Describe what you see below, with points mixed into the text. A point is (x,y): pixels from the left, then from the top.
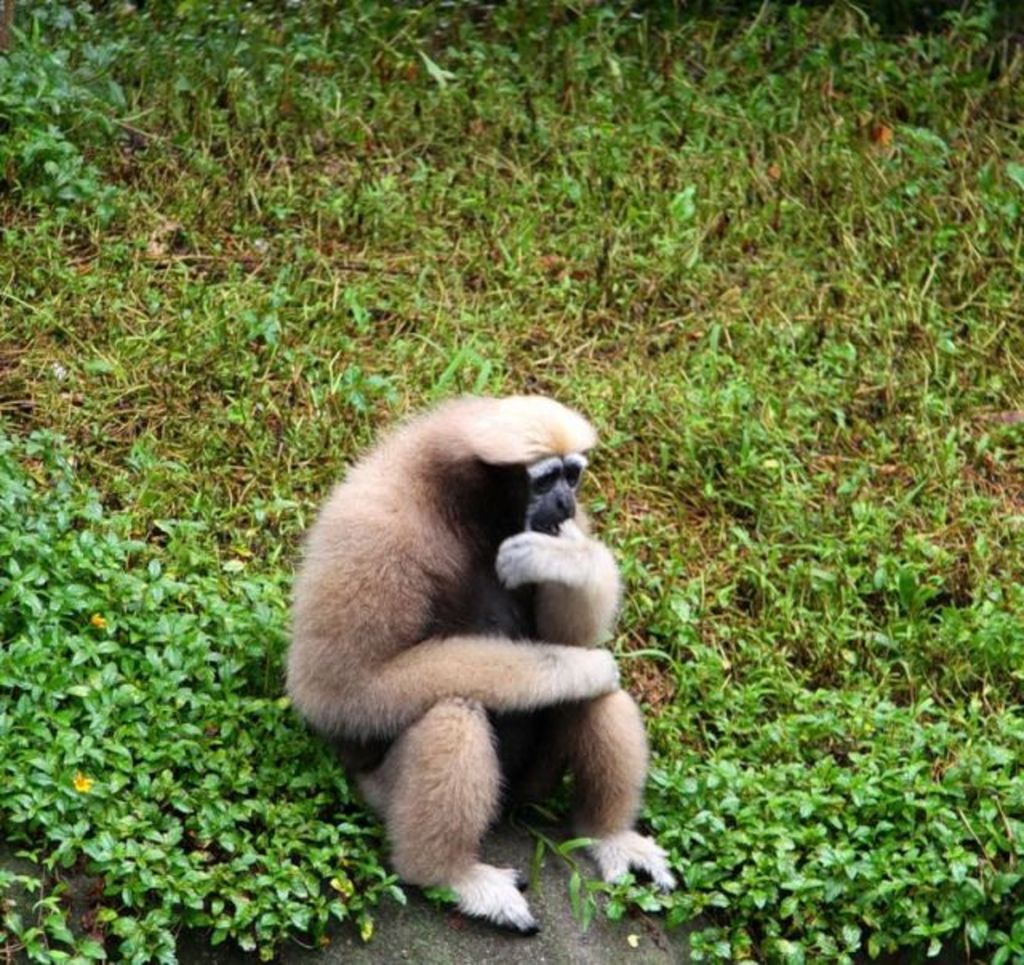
In the image there is a monkey (466,665) sitting on a grassland (897,911).
